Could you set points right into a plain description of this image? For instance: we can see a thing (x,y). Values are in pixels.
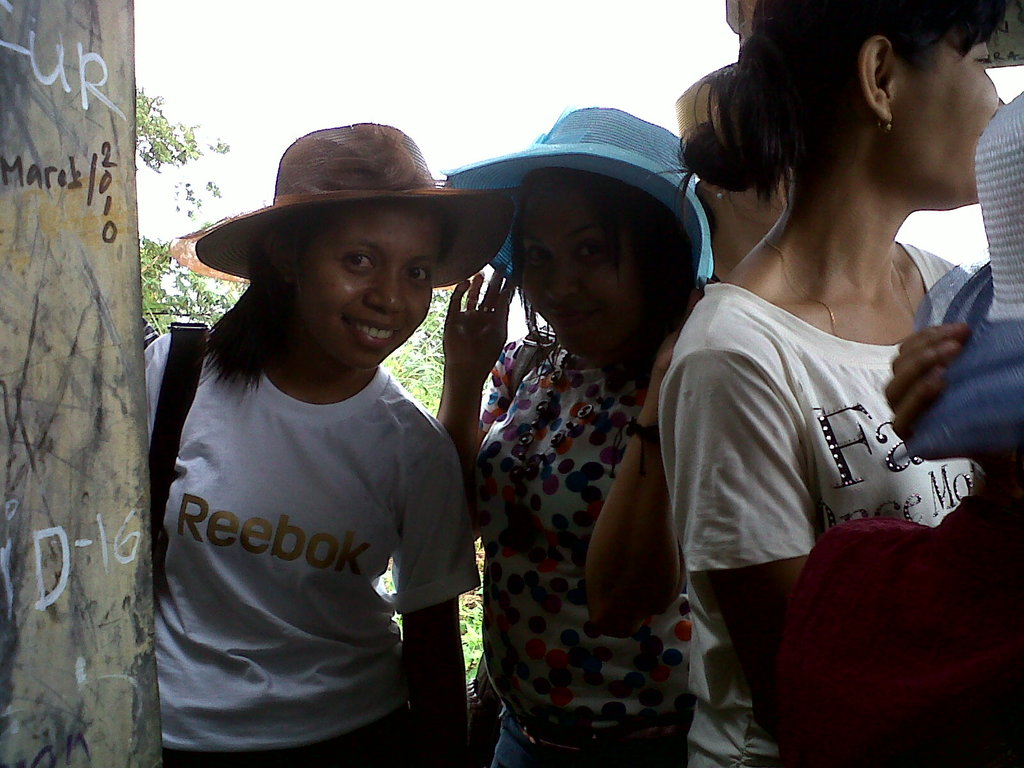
In this image we can see some people (794,24) standing and on the left side (30,759) we can see a pillar (69,759) and at the back (426,314) we can see plants (471,629) and in the background (508,88) we can see white.
